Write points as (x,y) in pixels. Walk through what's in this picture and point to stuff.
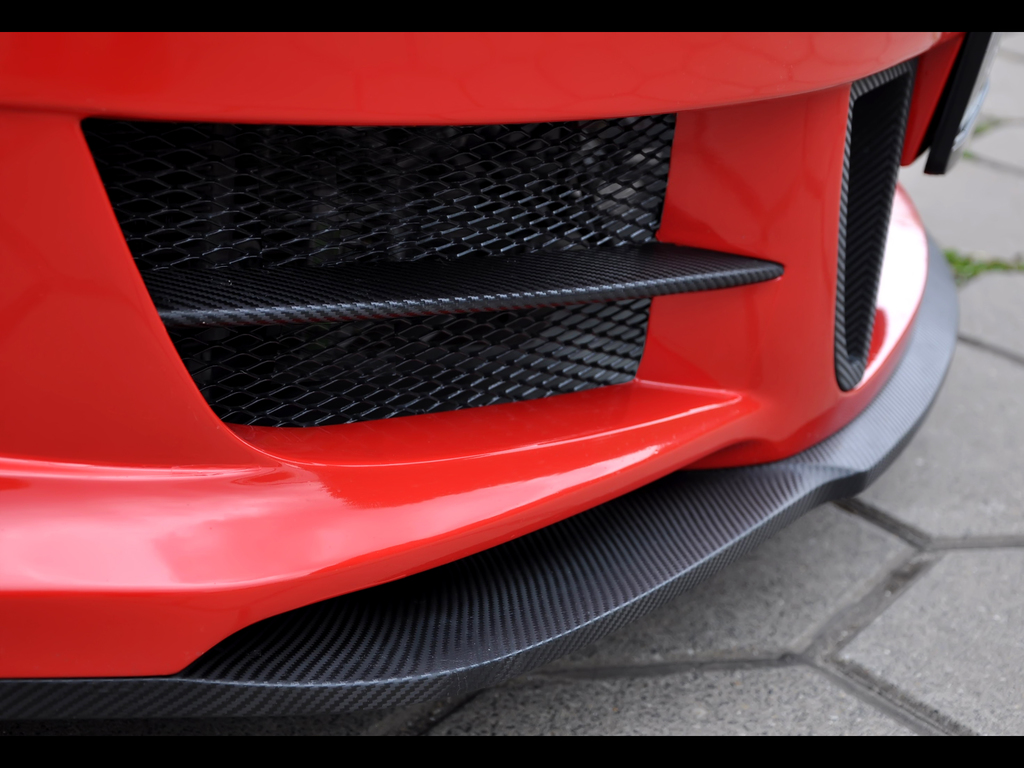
In this image in the front (525,334) there is an object (301,374) which is red and black in colour and on the right side (977,272) there's grass (965,264) on the ground (965,264) which is visible.
